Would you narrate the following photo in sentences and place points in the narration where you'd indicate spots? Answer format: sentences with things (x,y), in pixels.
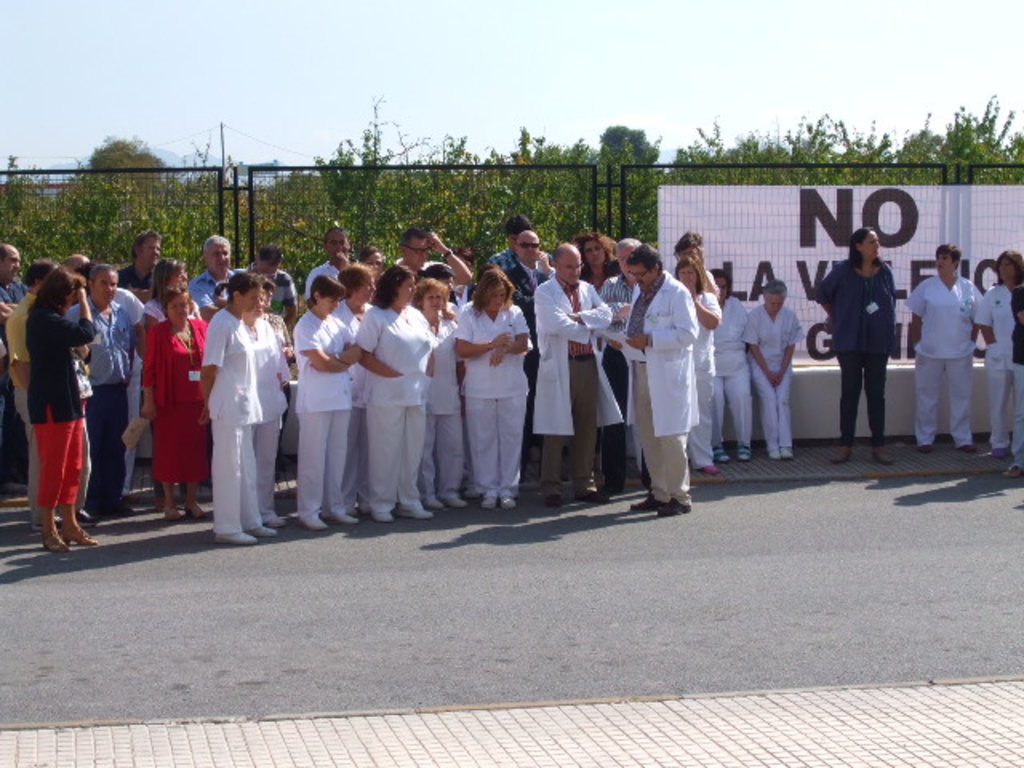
As we can see in the image there are many people (482,438) and banner (761,237), fence (423,196), trees (324,172) and sky (641,63).
